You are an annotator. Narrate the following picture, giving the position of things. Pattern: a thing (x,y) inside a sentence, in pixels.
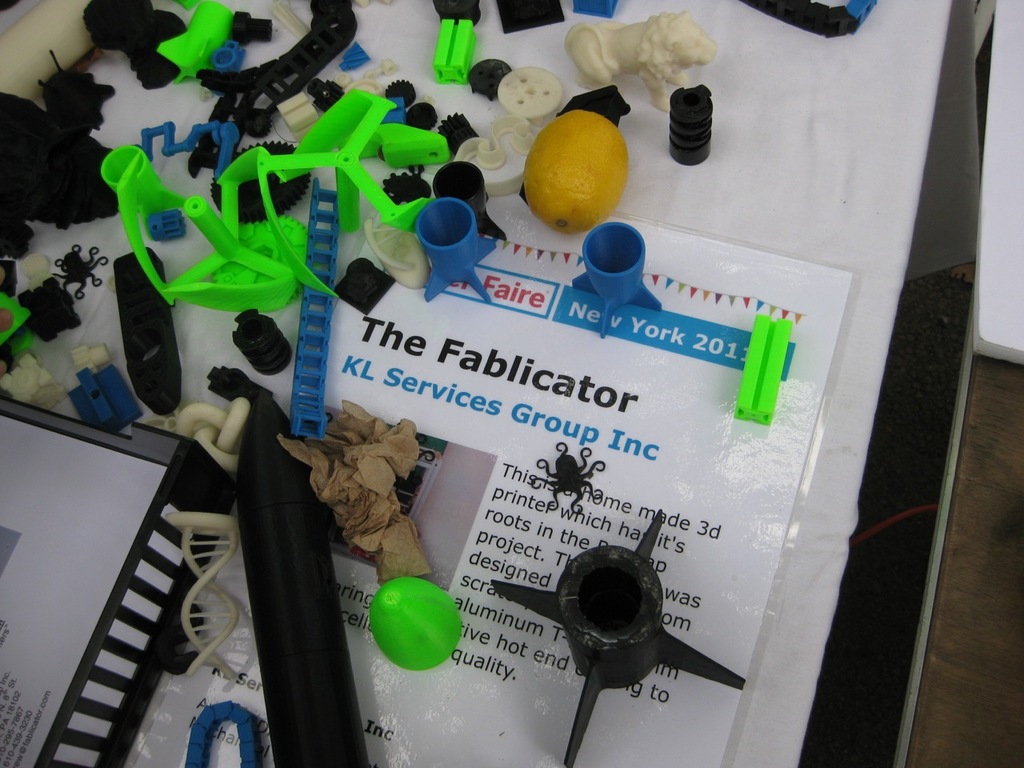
On the table (771,457) I can see the paper (813,335), cloth (857,191), balls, lemon (598,136), toys (608,98), statue of a lion (579,59), caps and other objects (57,21).
